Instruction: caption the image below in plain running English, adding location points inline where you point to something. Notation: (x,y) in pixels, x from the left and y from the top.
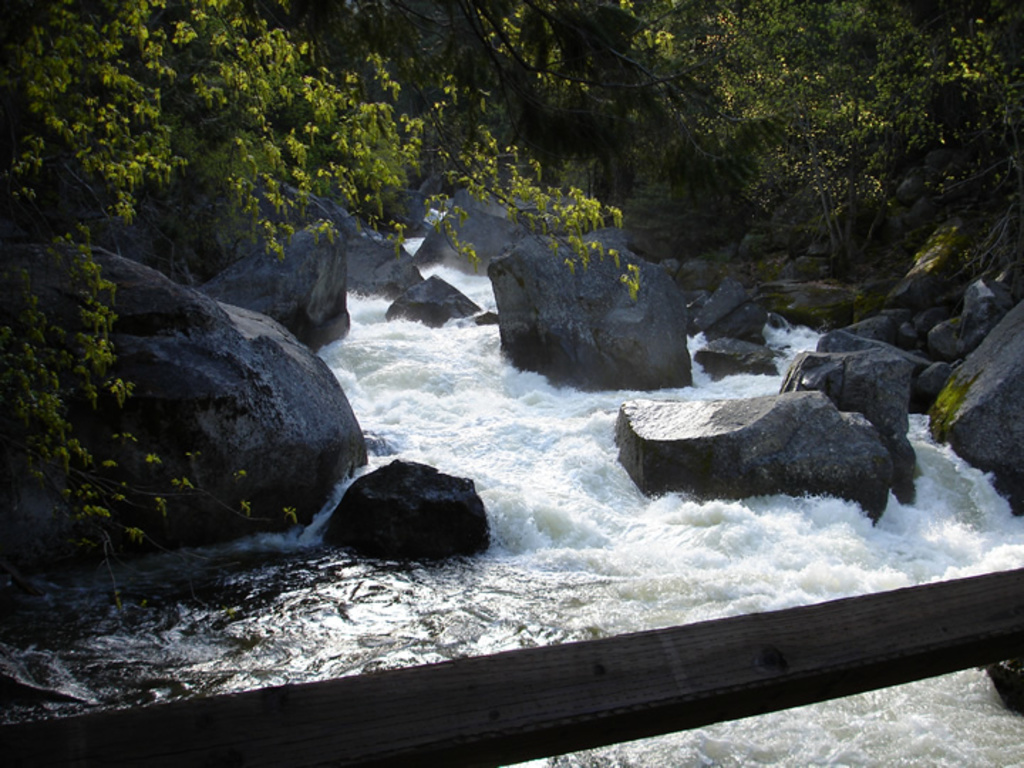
At the bottom (731,716) we can see a wooden pole (731,716). In the background (542,506) we can see water (444,424) is flowing and there are rocks (130,362) and stones (150,385) in the water (553,484) and we can see trees (463,170).
